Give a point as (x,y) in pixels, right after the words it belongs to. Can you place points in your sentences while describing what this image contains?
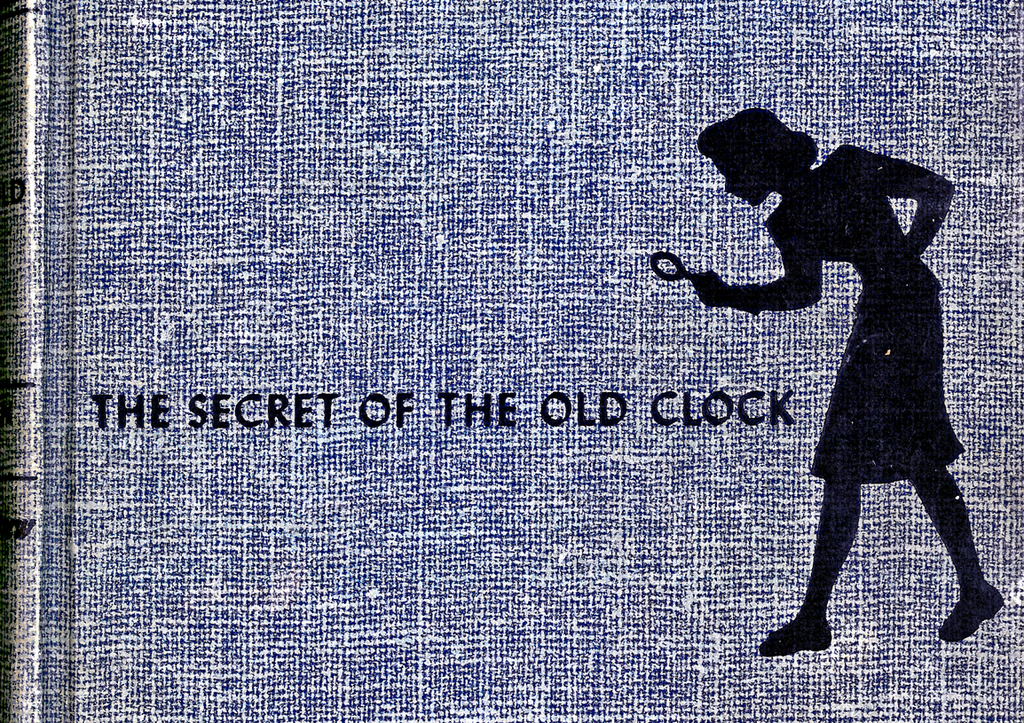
In this image I can see blue colour thing (528,240) and on it I can see a drawing (894,466) and I can see something is written over here.
